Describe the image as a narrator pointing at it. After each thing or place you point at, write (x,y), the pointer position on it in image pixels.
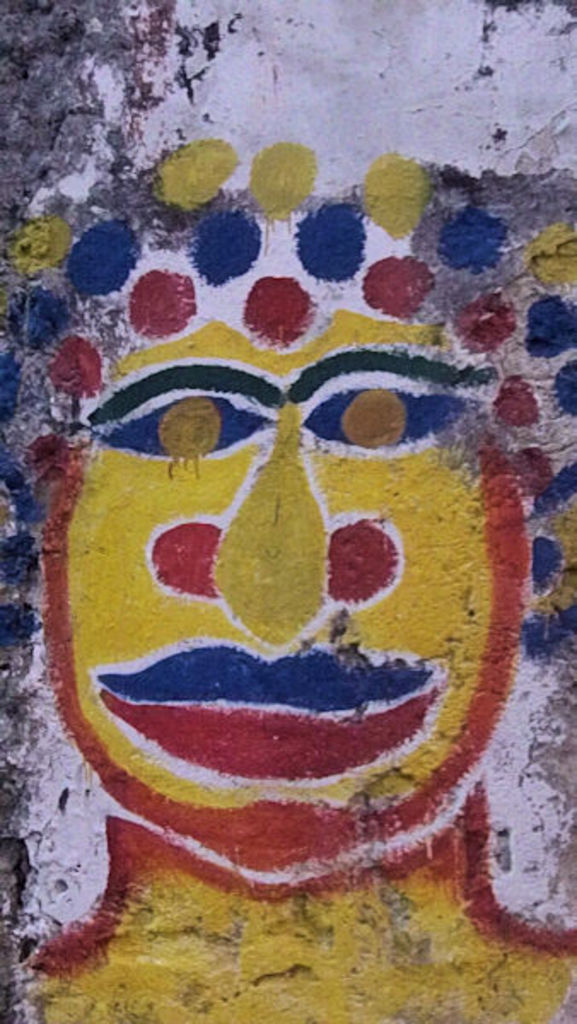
In this image there is a depiction (313,450) on the wall (274,461).
